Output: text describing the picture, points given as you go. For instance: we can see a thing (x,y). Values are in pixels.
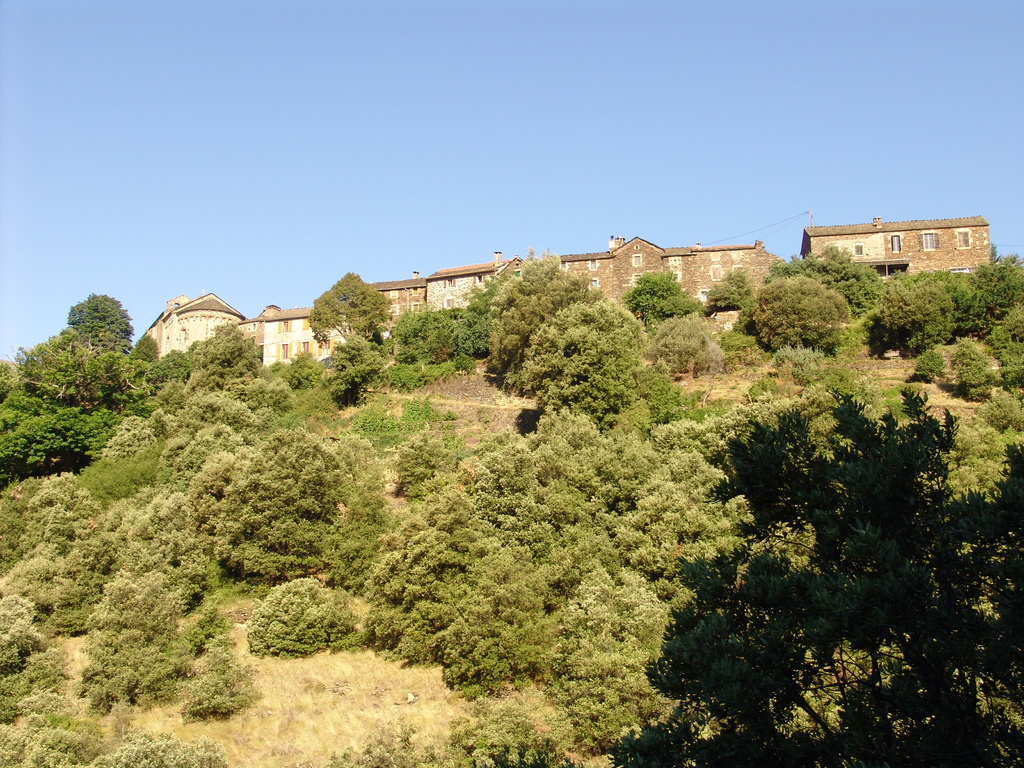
In this image I can see there are buildings (280,344). And in front of the building (688,262) there are trees (361,301). And at the top (467,125) there is a sky (621,199).
